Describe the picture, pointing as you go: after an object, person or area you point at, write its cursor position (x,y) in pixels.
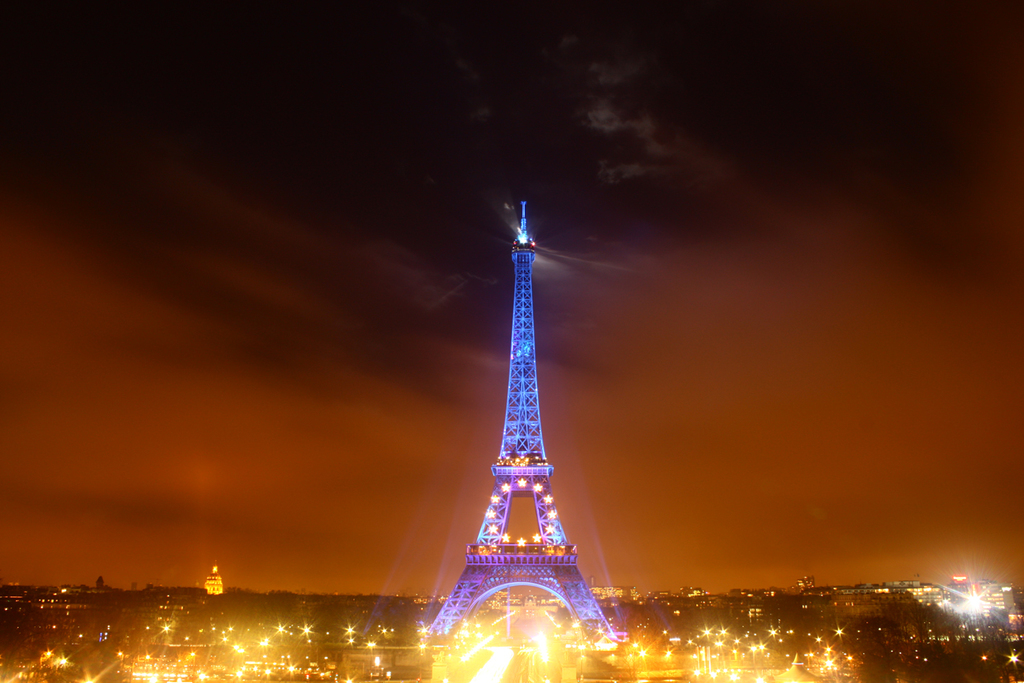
In this image we can see the Eiffel tower (507,472), and some building (537,599), there are some lights (391,630), also we can see the sky (647,331).
